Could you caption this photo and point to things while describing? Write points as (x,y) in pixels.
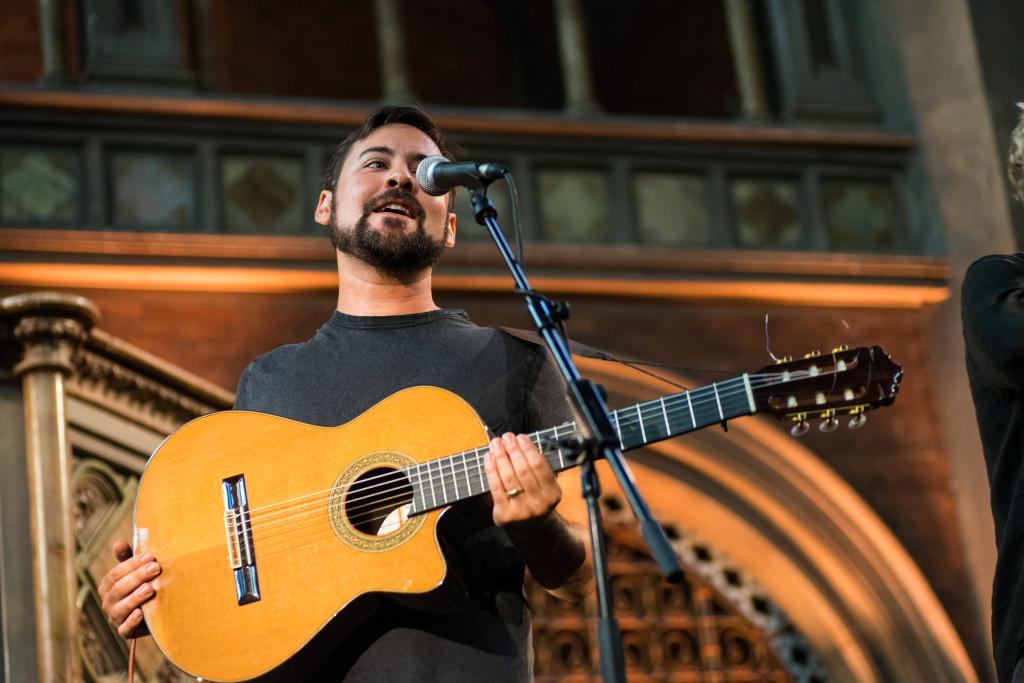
There is a man (478,652) playing guitar (224,444) and singing in a microphone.
